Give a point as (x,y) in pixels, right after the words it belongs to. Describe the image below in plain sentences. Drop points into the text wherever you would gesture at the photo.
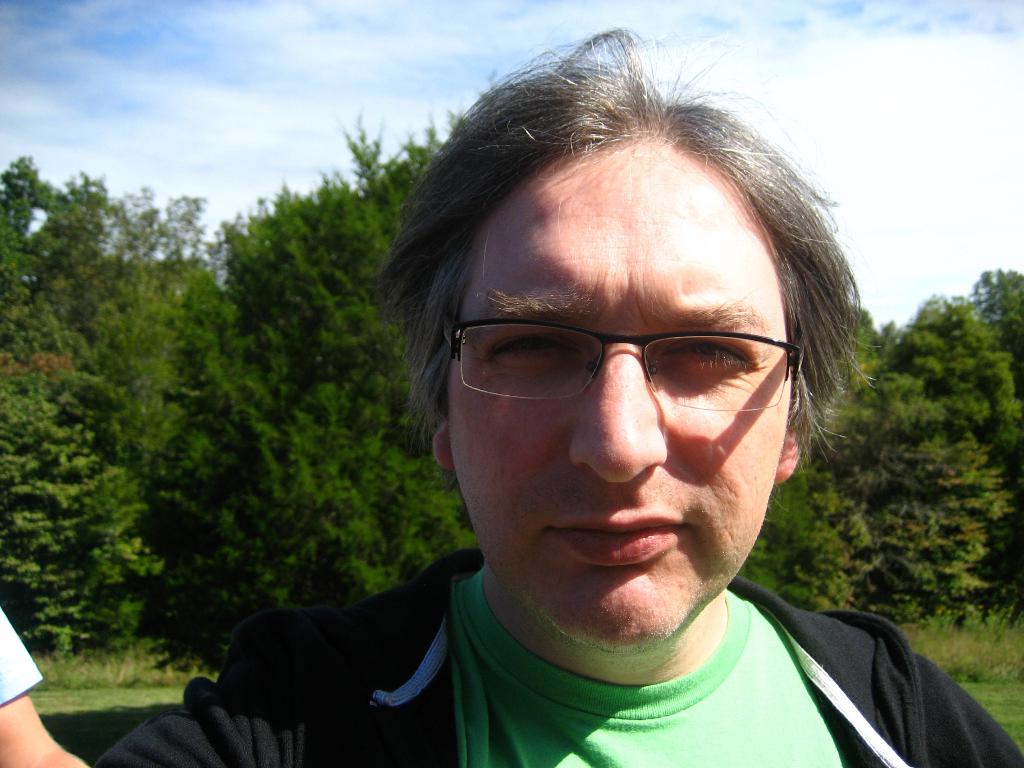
As we can see in the image in the front (551,248) there is a man (549,250) wearing spectacles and black color jacket (355,727). There is grass (102,664), trees (230,398), sky (239,54) and clouds (789,23).
